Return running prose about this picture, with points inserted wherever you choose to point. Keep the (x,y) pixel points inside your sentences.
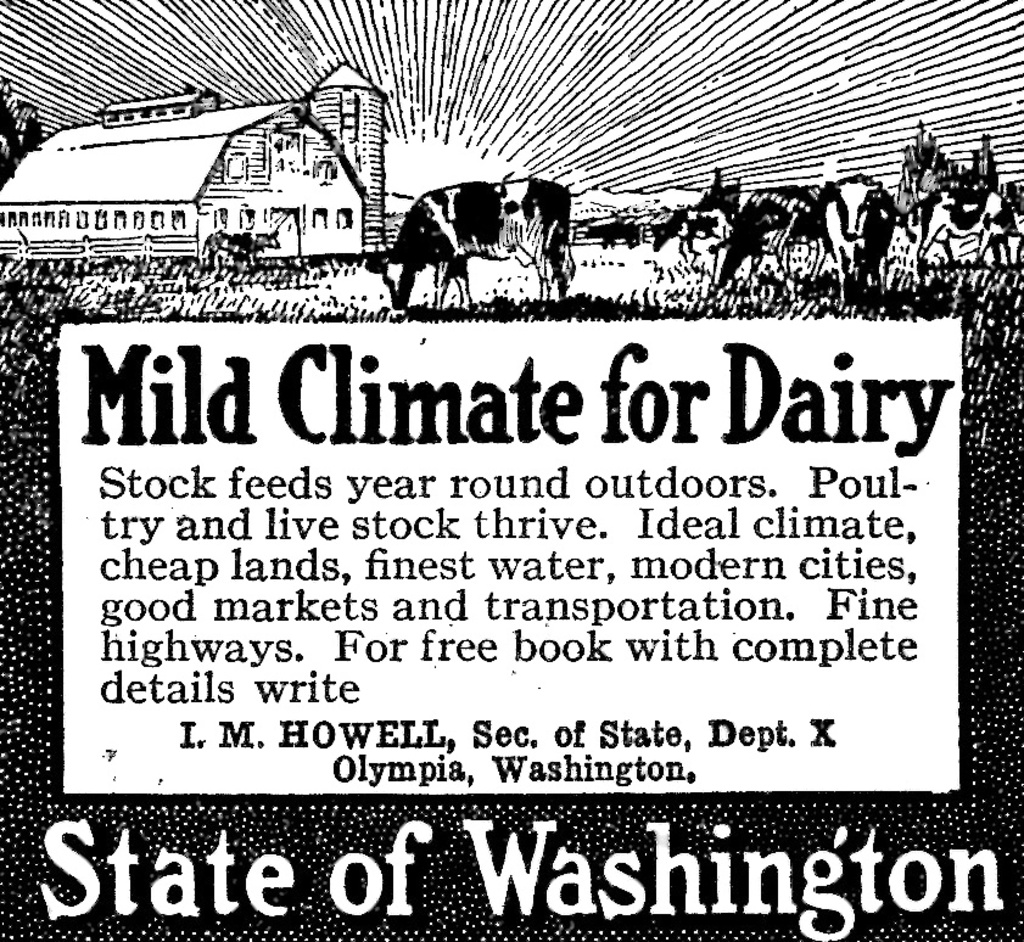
Here we can see a poster (779,588). On this poster (314,322) we can see a house (178,210), animals (981,209), and text (617,403) written on it.
